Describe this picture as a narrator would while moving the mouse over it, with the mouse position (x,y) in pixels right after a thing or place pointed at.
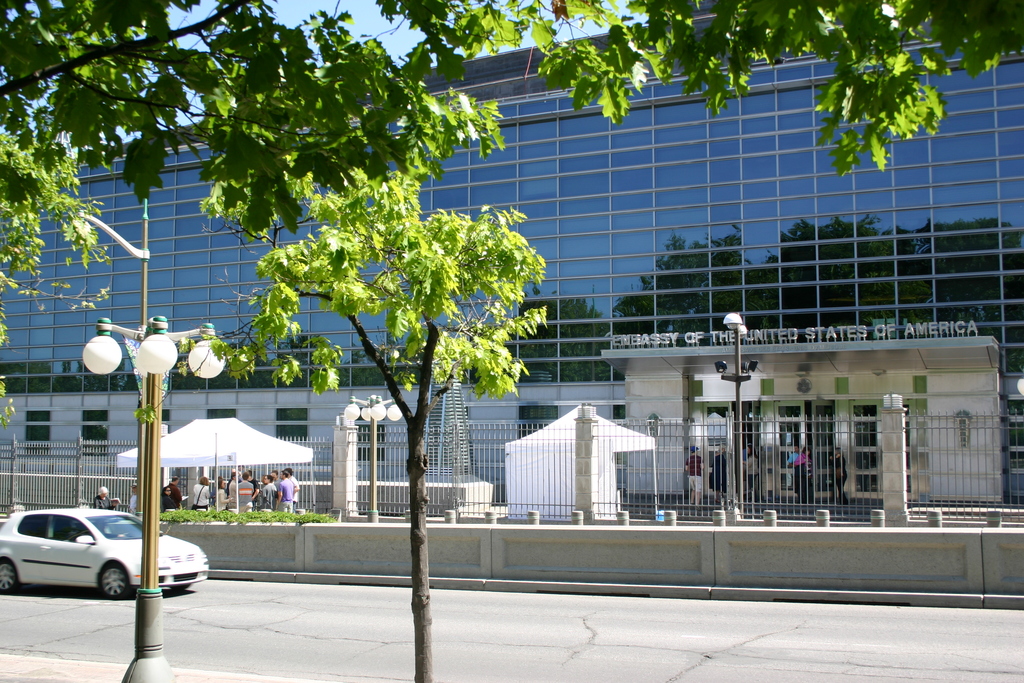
In this picture we can see a car (177,570) on the road (662,625), light poles (148,500), trees (6,250), fence (313,438), wall (956,570), grass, tents (529,438), building (621,456), some people (748,453) and some objects (451,450) and in the background (406,23) we can see the sky (368,22).
